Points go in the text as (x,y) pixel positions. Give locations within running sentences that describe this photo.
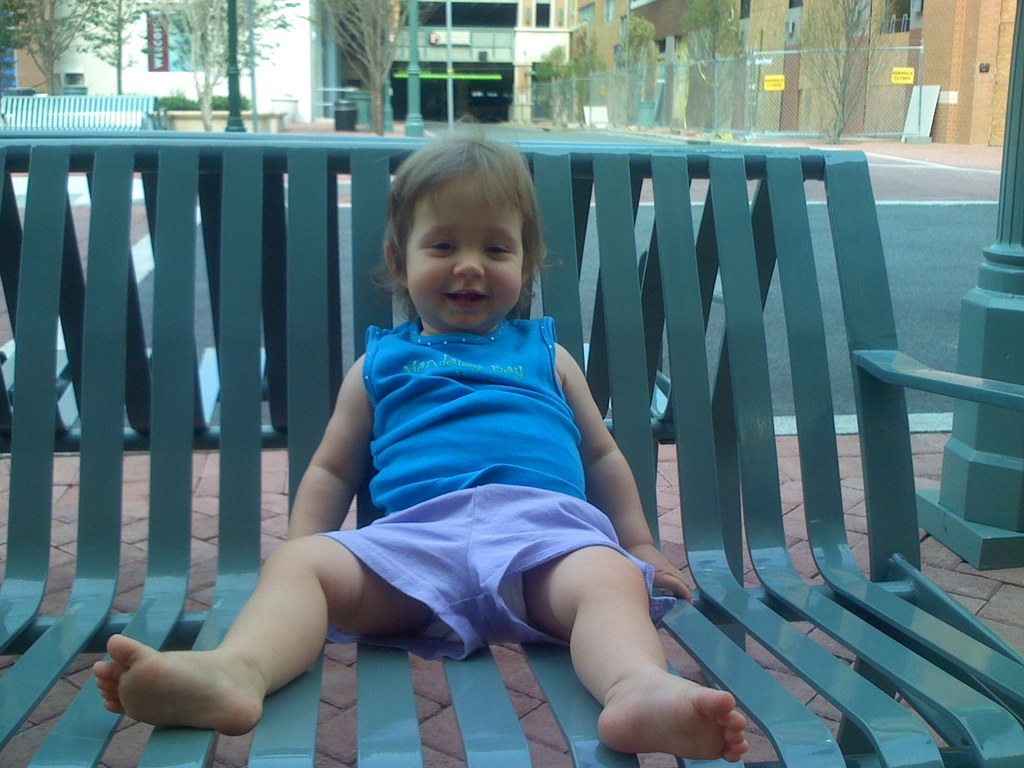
In the foreground of the picture (507,386) there is a kid (408,440) sitting on the bench (806,606). On the right (999,306) there is a pole (1002,295). In the background (151,117) there are benches (71,108), road (537,138), trees (354,32), fencing (762,78), building (964,77), windows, plants (225,106) and poles (408,82).
